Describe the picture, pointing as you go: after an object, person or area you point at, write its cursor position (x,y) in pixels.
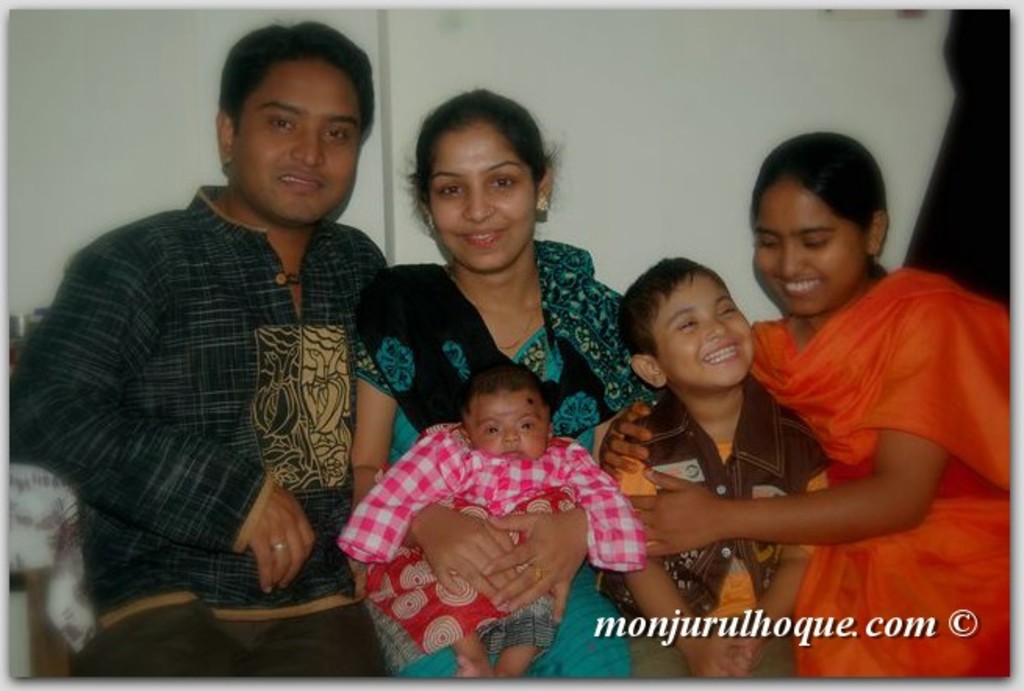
In this picture I can see in the middle (496,451) a group of people (453,322) are smiling, in the bottom right hand side (790,621) there is the text (809,624), in the background (570,133) there is the wall (617,133).
